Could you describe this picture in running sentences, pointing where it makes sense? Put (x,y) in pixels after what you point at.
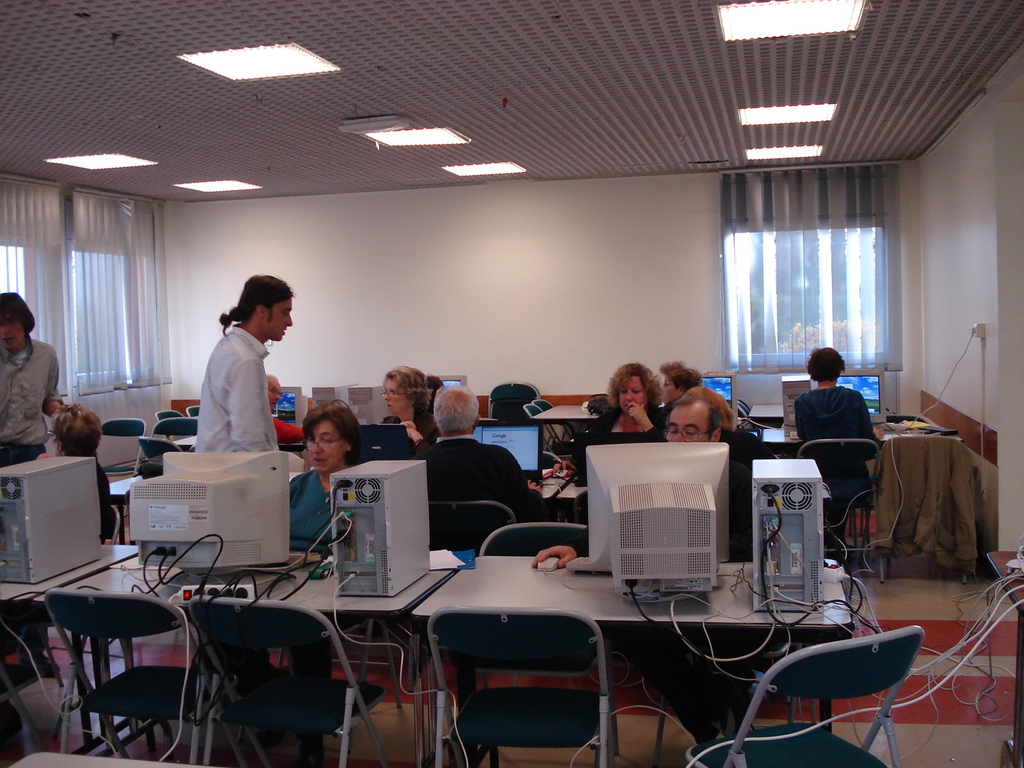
Some people (444,424) are sitting at desks (563,406) and working with their systems (622,526) in an office (543,450).
